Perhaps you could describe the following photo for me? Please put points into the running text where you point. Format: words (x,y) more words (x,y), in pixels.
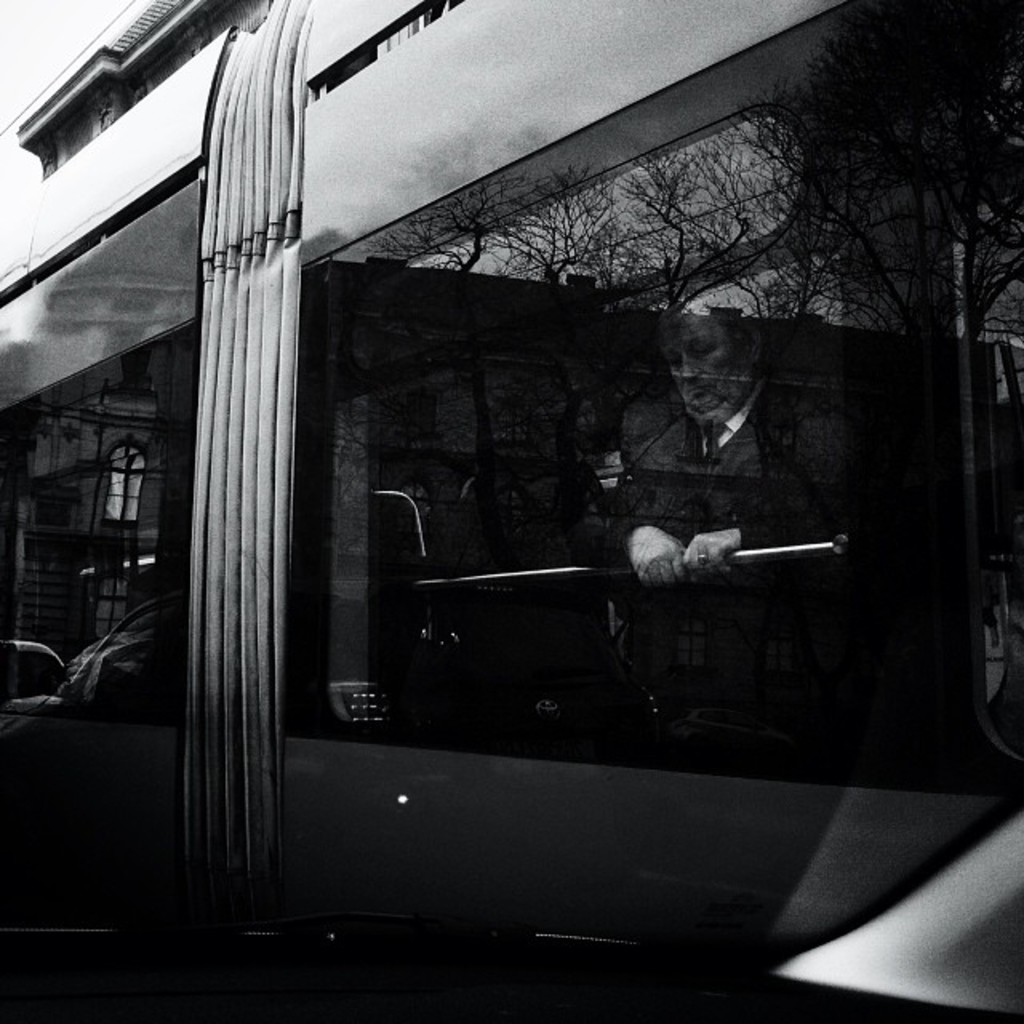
This is a black and white image. I think this is a vehicle (223,159). Here is a person (690,563) standing and holding the hanger (749,556) inside the vehicle (602,563). I can see the reflections (557,362) of the buildings (363,329) and trees (475,353).
